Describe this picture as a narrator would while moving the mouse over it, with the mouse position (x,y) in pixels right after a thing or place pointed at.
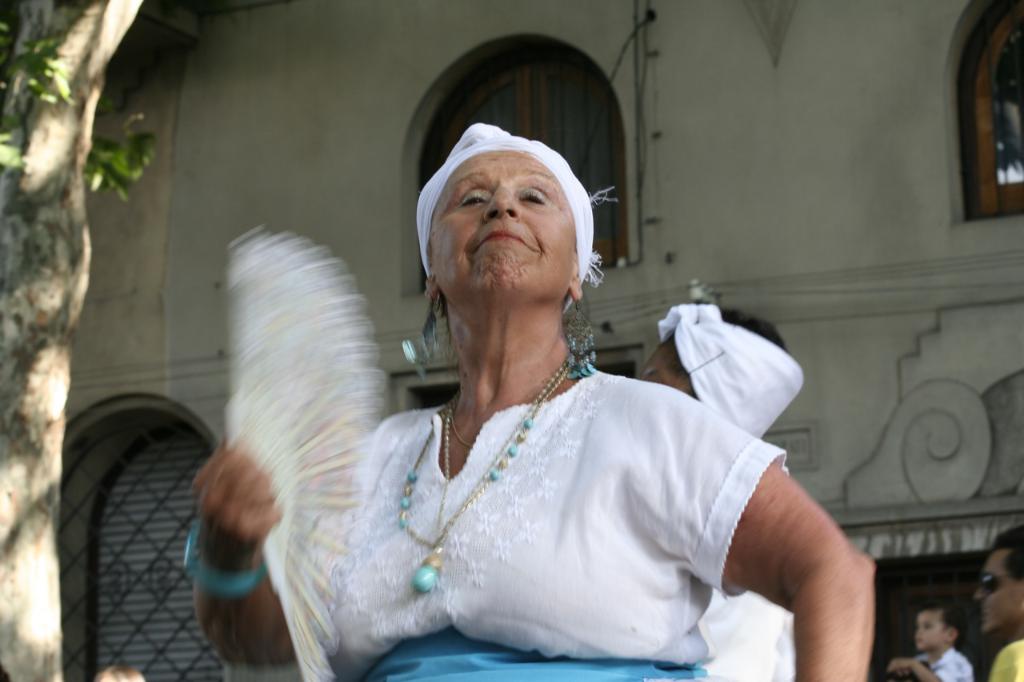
In the center of the image (542,305) we can see a woman (475,402) holding the foldable hand fan (294,496). In the background (260,100) we can see the building (701,91) with the windows (1009,111). We can also see the tree (56,264) and also the people (753,636).
